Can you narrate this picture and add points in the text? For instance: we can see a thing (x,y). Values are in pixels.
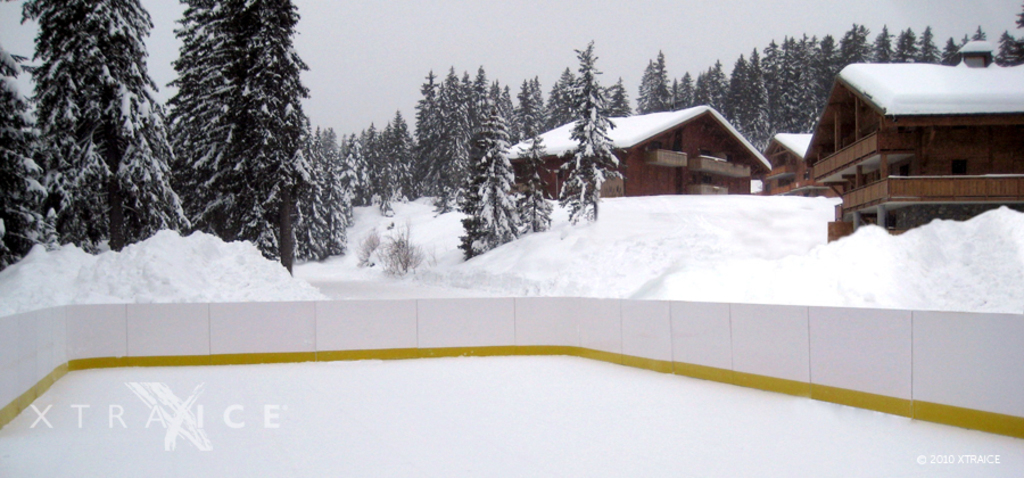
In this image I can see the fence wall (393,324). To the side of the wall (357,338) I can see the snow (535,236), many trees (414,164), houses (689,175) which are in brown color and also the sky (417,19).
